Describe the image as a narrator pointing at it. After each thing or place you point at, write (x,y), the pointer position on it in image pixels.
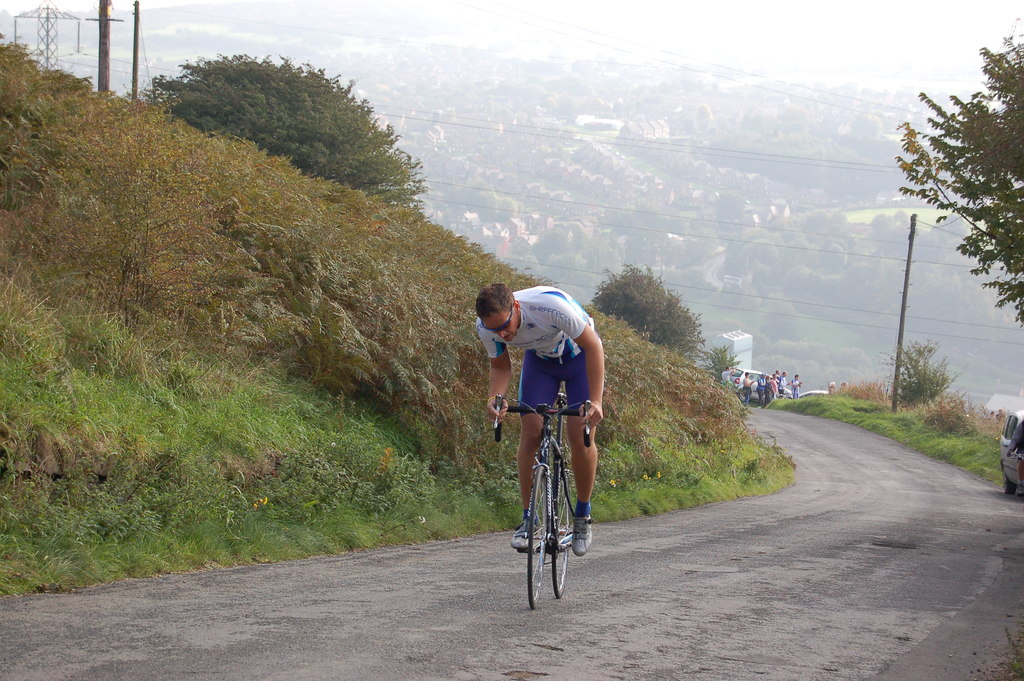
There is a man (554,310) riding a bicycle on the road (697,595). This is grass (173,539) and there are plants (732,447). Here we can see few persons (767,386) and vehicles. There are trees (953,114), poles (136,6), and wires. There is a blur background (857,215) with greenery (718,216).
